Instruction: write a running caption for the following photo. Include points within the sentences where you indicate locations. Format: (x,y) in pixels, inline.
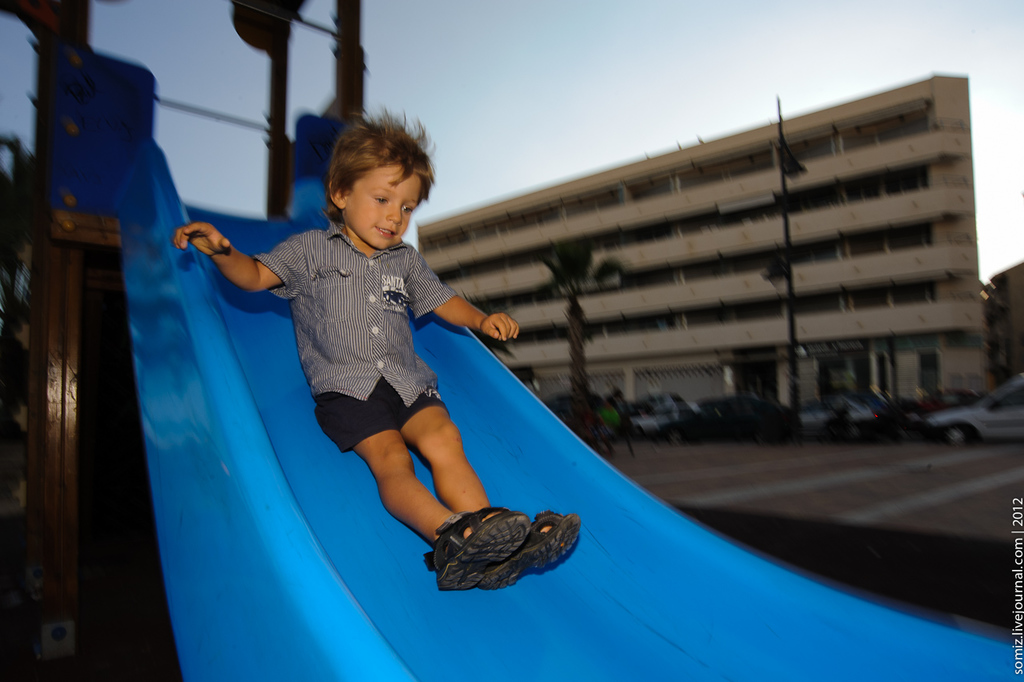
In this image, we can see a kid (453,484) on a slider (260,656). We can see some trees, plants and a pole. There are a few buildings (797,244) and vehicles (678,424). We can also see the sky (550,45) and the ground (948,460).
